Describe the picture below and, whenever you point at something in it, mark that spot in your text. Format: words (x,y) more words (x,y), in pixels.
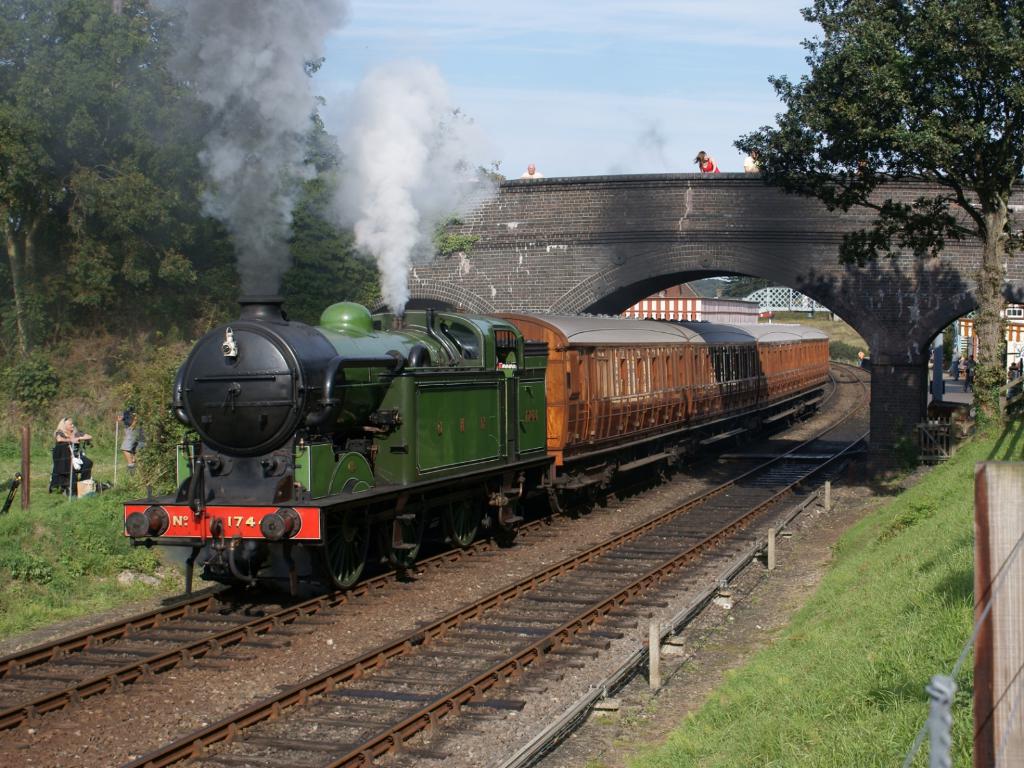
In this image I can see a train (470,501) on the railway track (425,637). I can see a bridge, truss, smoke (385,111), fencing (985,564). The sky (593,110) is in blue and white color.
